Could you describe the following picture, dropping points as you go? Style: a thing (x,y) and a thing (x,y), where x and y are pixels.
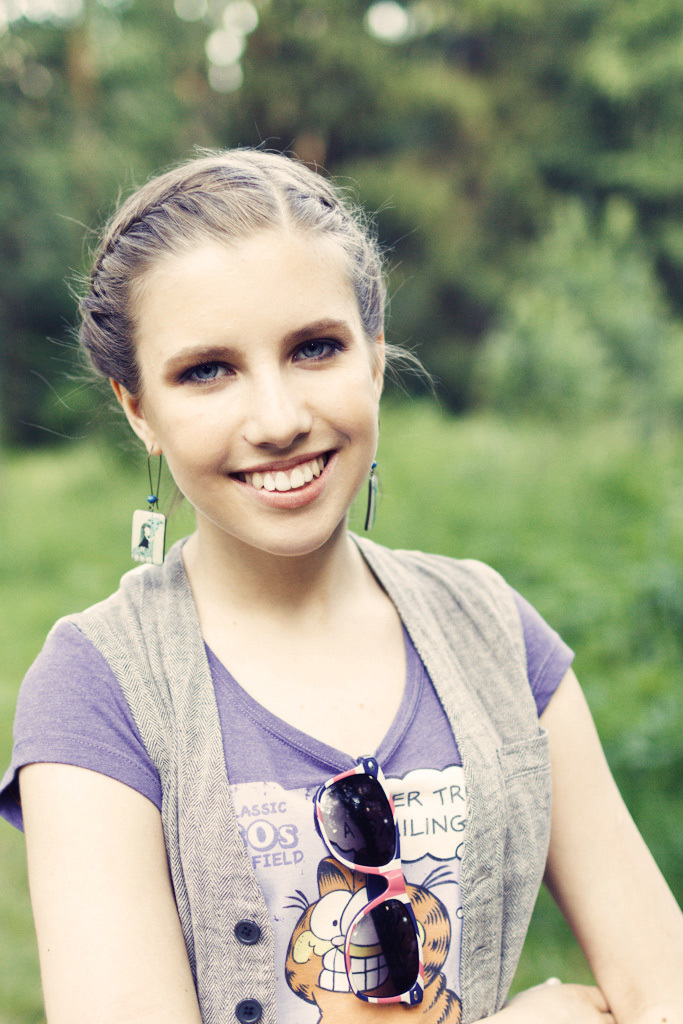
In this image I can see a person (178,753) standing wearing gray and purple color dress (250,752). Background (673,336) I can see trees (682,333) in green color.
